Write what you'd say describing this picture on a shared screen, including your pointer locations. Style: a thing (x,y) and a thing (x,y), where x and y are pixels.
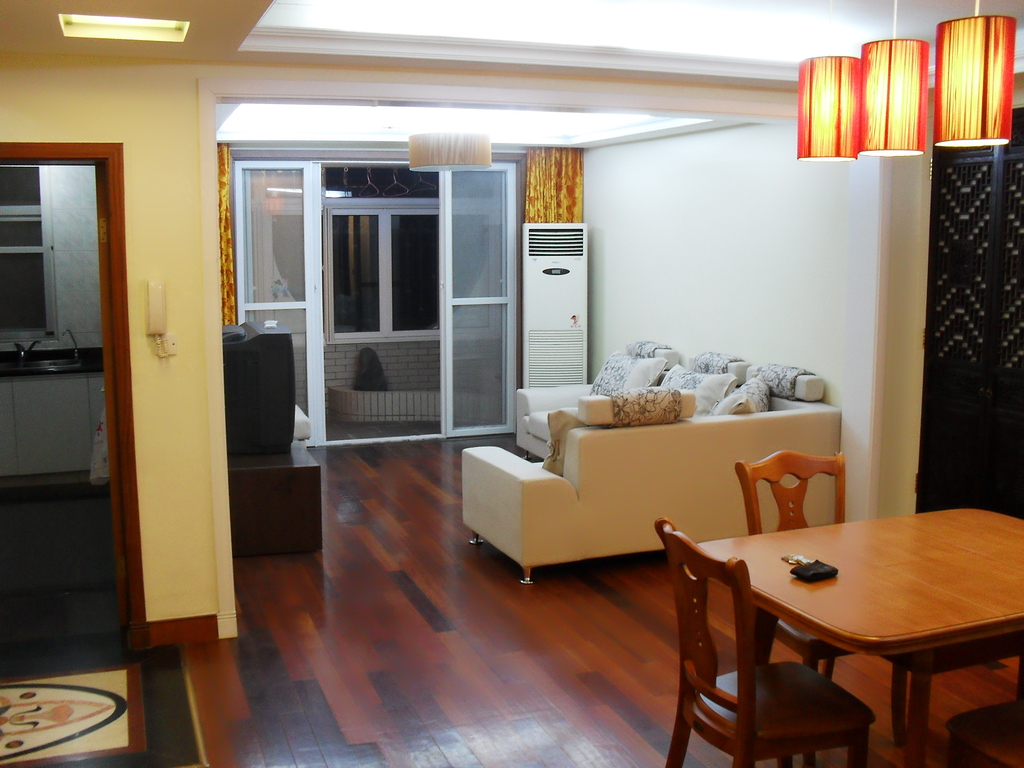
This picture describes about interior of the room (404,577), in this we can find a table (795,542), chairs (764,479), sofa (699,503) couple of lights (800,107), curtains (534,182), television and air conditioner (529,286).
